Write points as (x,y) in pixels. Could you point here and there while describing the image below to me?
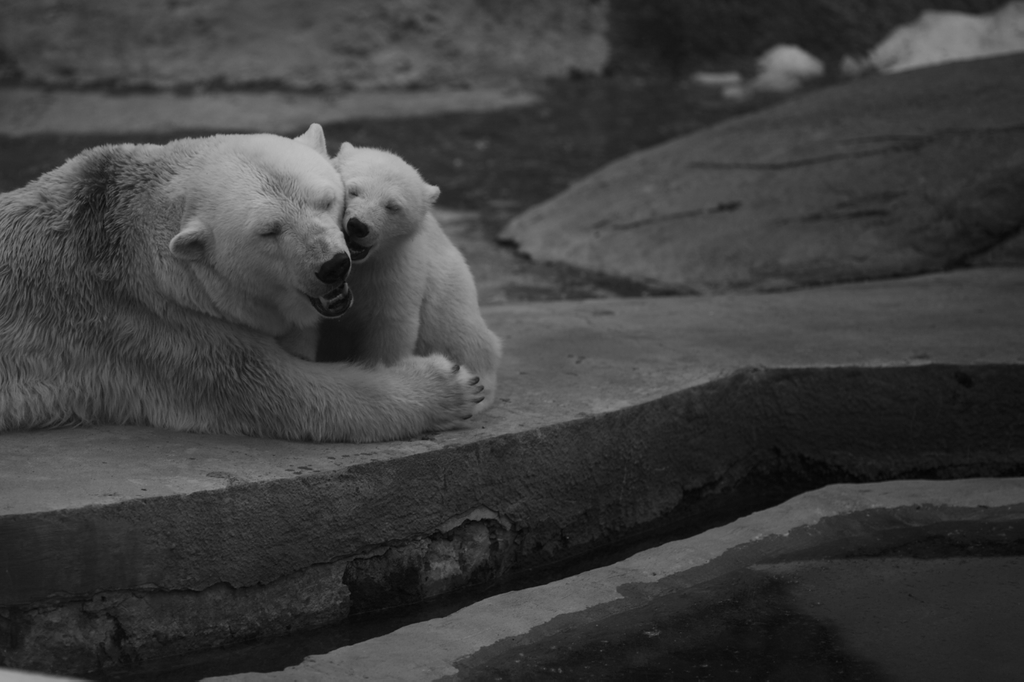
In this image I can see two bears (33,286), in front (918,644) I can see water (813,614) and the image is in black and white.
